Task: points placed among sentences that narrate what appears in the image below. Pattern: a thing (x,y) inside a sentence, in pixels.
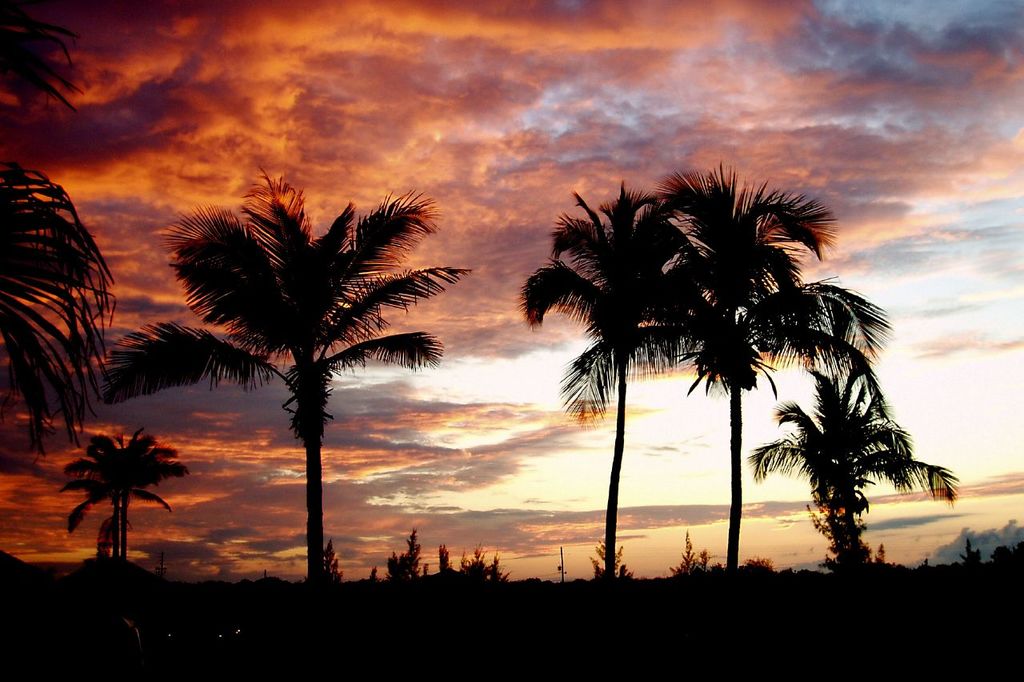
In this image I can see trees (833,576). In the background (579,532) I can see the sky (464,134). This image is taken during sunset.
